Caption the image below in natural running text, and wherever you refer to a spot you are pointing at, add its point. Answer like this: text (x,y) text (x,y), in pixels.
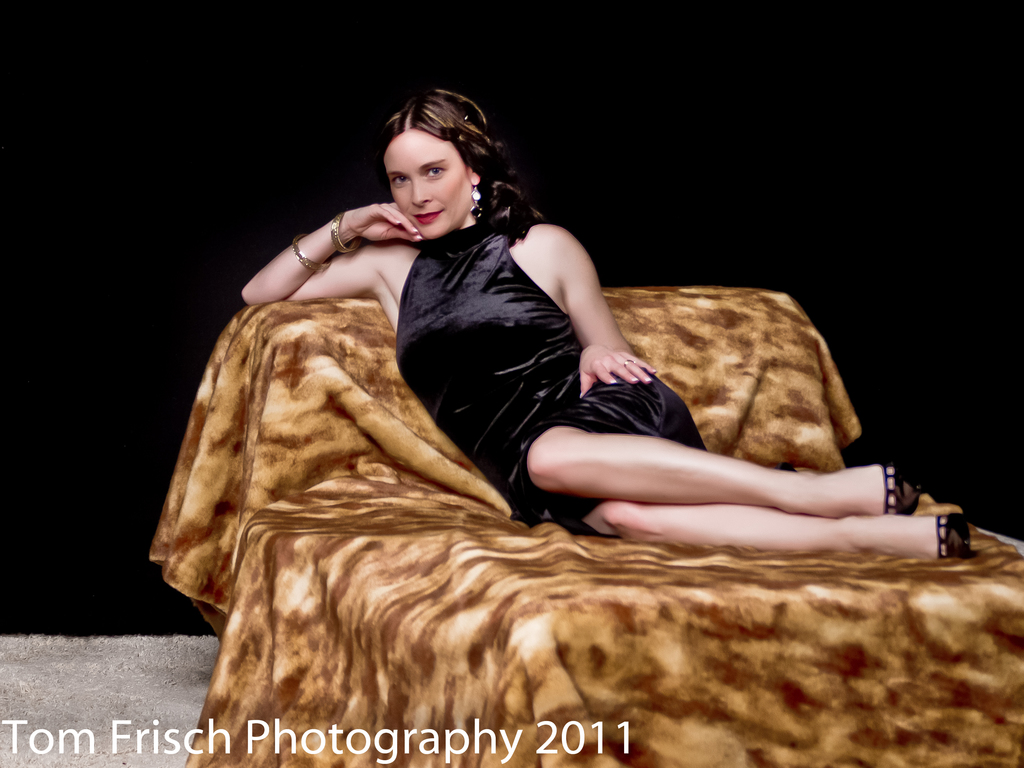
In this picture we can see a woman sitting on a bed (566,671). There is a dark background (949,446). At the bottom (25,749) we can see a watermark (568,748).
